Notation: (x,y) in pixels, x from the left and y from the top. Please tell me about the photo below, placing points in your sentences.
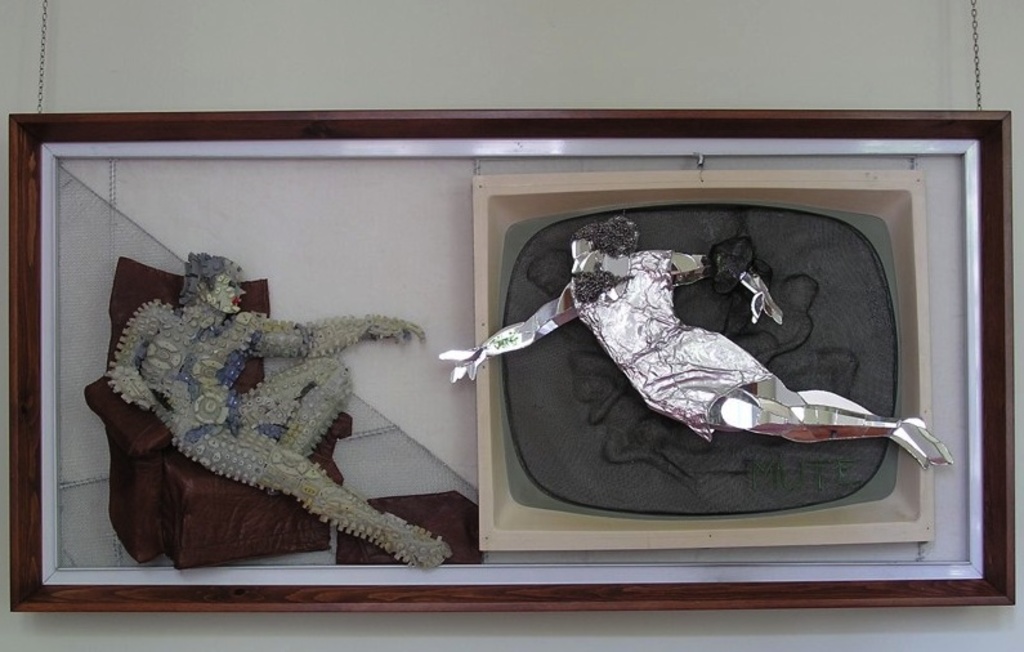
In this image there is a wall (595,14) for that wall (964,80) there is an art (59,330), in that art (579,378) there is sofa (221,487) and two persons (697,366).
